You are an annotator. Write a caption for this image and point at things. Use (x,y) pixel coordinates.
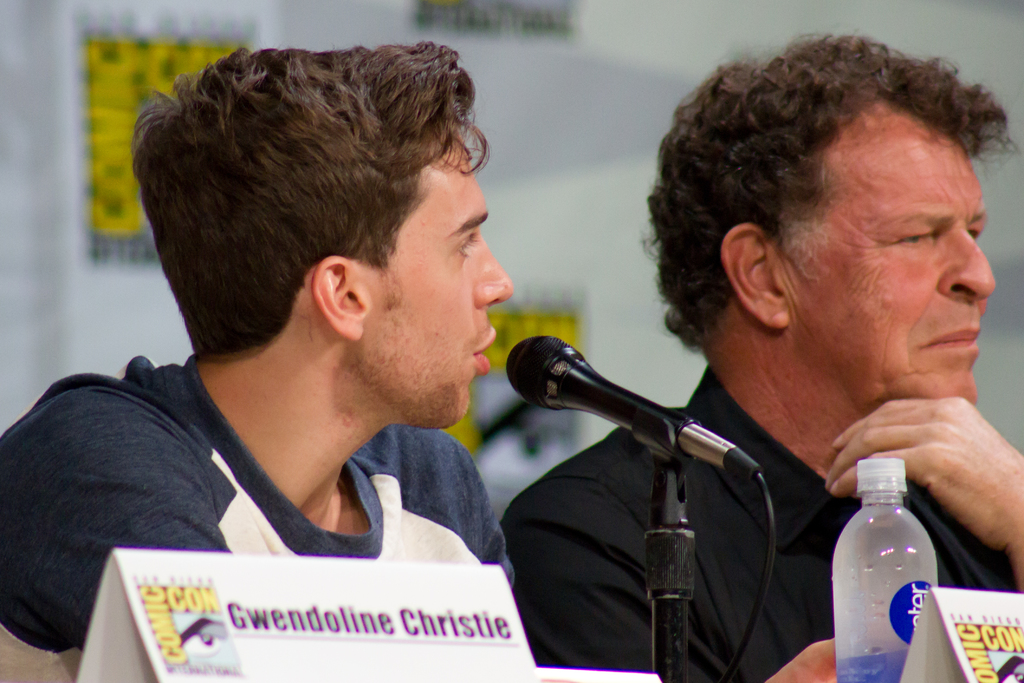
In the image we can see two persons (506,531) were sitting. In front (557,369) we can see microphone (680,502) and water bottle (883,620). In the background (570,77) there is a wall (553,93).
